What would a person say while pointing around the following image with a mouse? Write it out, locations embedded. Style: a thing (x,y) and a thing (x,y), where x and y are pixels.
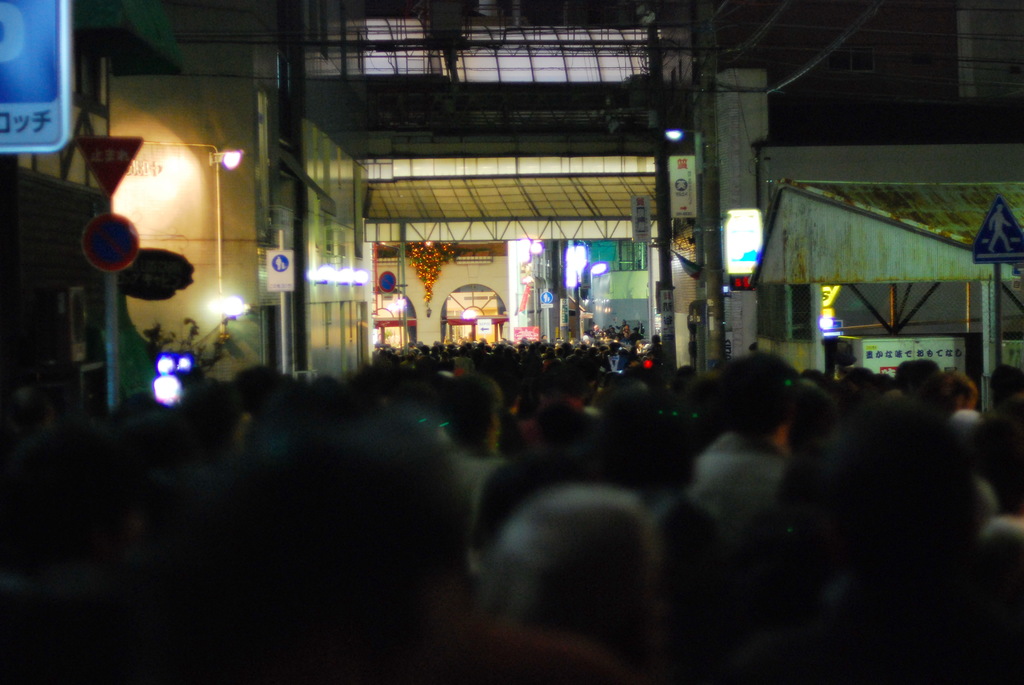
In this picture we can see crowd (626,451), poles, boards (36,112), lights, stall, and a building (618,200).
